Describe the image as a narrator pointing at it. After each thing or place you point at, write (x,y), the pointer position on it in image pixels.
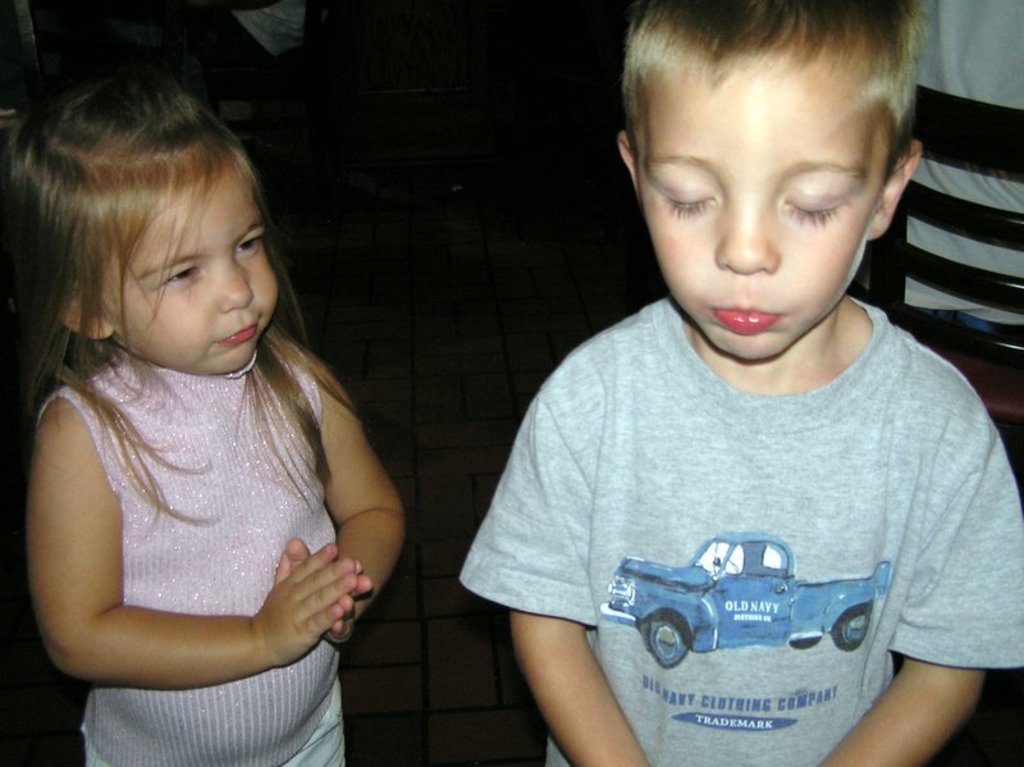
In the foreground of this image (736,548), on the right (820,522), there is a boy (743,693) and a girl (333,400) on the left (262,517). In the dark background (978,57), on the right (988,81), there is a person (970,67) sitting on the chair (968,278) and also at the top (297,29), there is a person (303,18) sitting on the chair (226,41).
